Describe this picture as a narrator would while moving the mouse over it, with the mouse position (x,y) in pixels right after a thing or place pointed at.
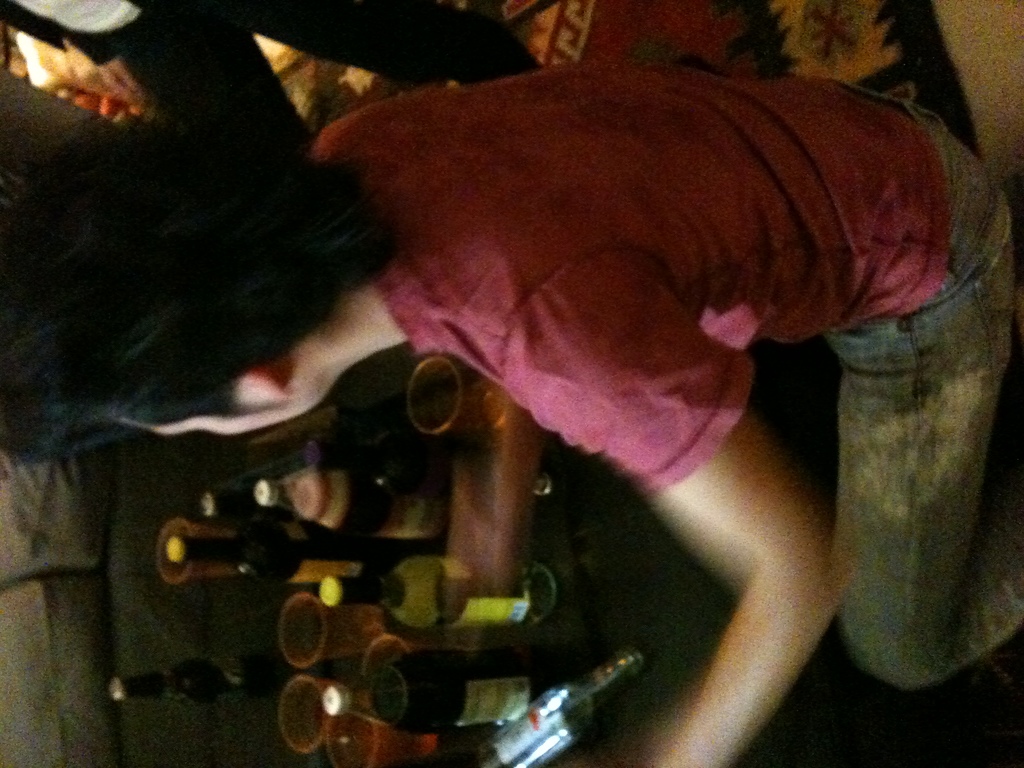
In this picture I can see two persons (616,380). Here I can see bottles (325,581), glasses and other objects (270,54).
